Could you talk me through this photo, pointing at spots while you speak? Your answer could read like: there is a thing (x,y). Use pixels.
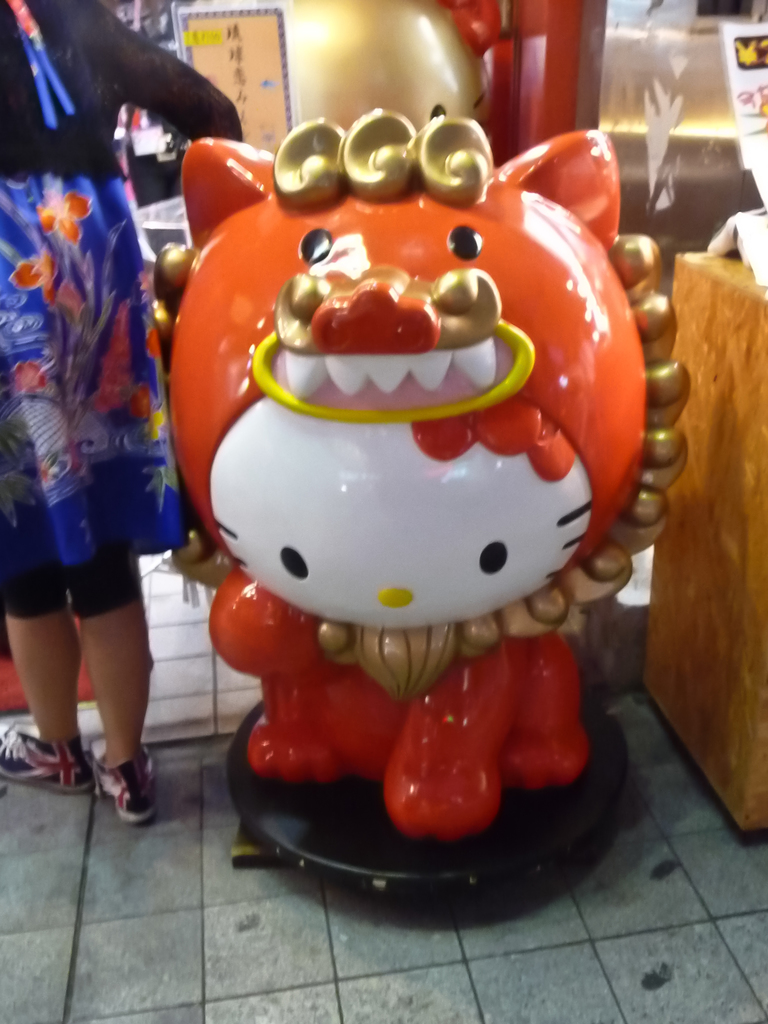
In the image we can see there is a statue (430,626) of hello kitty toy (424,485) standing on the small platform (437,865) and there is a person (71,423) standing beside the statue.
